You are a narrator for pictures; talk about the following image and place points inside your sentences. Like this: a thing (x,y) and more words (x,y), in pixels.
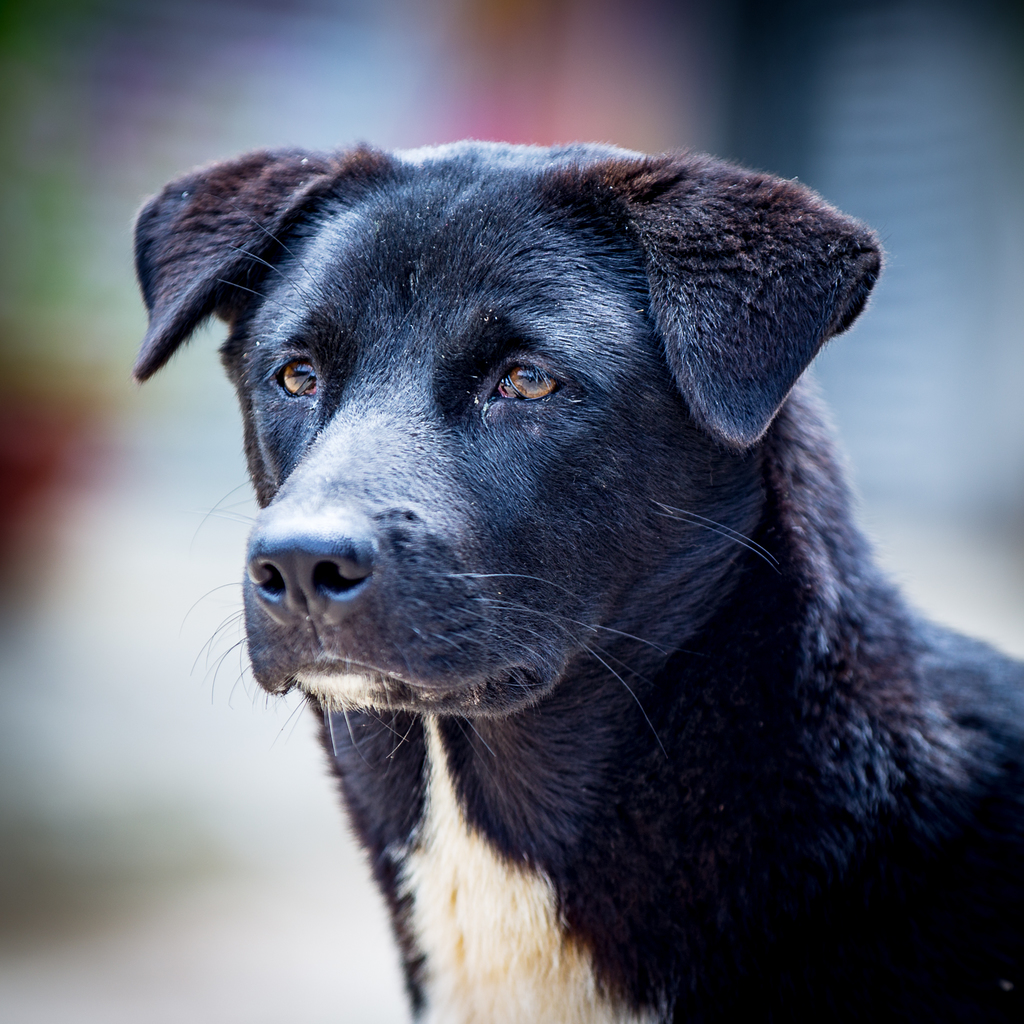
In this image there is a dog (502,649), in the background (901,426) it is blurred.
